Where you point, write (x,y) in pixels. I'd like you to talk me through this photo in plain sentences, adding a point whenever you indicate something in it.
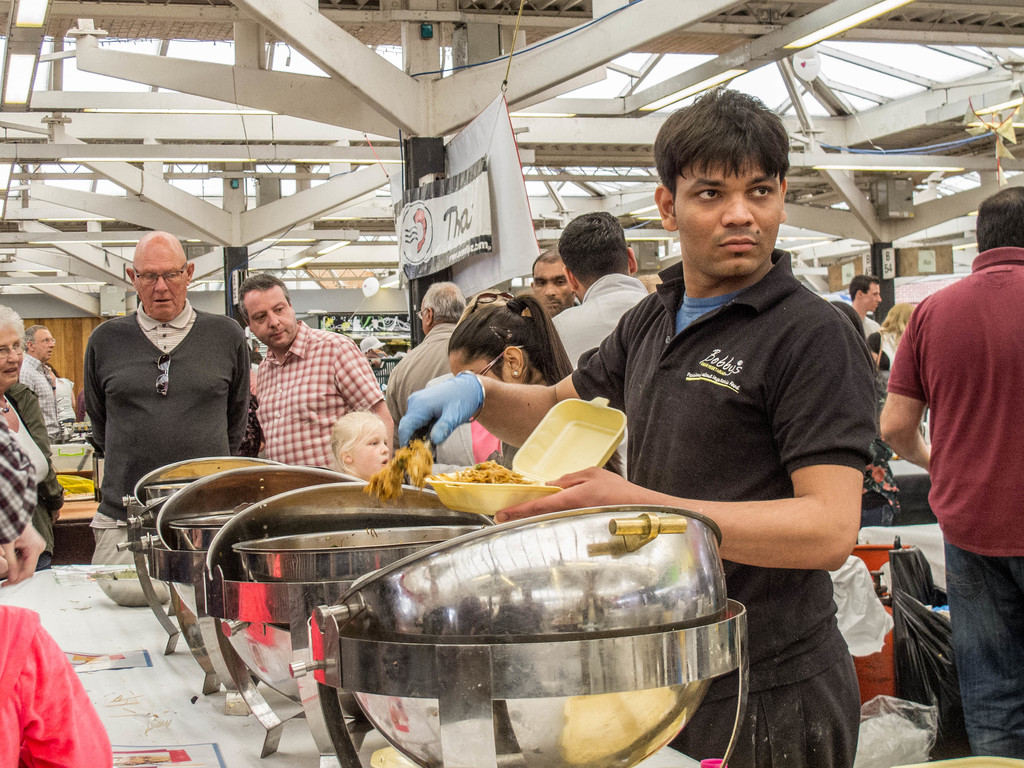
In this image I can see crowd (452,307) and in the foreground (575,448) one person (770,402) holding a box (478,501) and spatula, serving the food (399,473) and I can see some metal rods (441,120) visible and I can see steel bowls (237,612) kept on table (99,626) at the bottom (219,532).
